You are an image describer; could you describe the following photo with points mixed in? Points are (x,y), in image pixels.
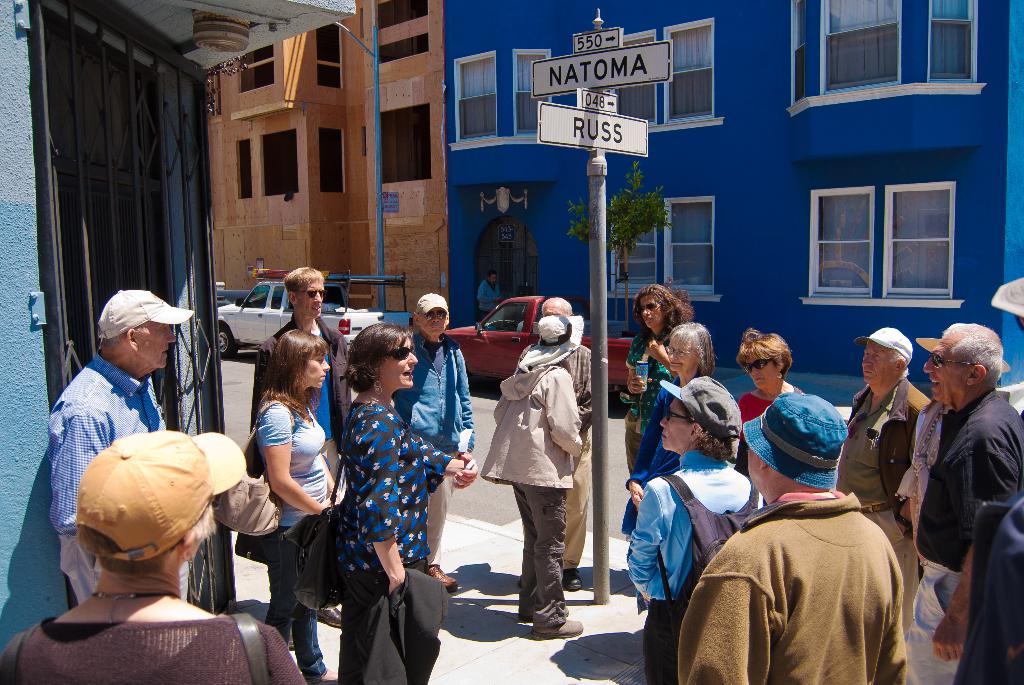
In this image we can see few people (462,480) standing on the pavement (542,647) and a pole (601,487) with sign boards (595,104), a grille (140,173) attached to the wall (19,143), there are few cars (337,282) on the road (477,480), there are buildings (537,103) and a tree (636,225) in front of the building (641,287).
